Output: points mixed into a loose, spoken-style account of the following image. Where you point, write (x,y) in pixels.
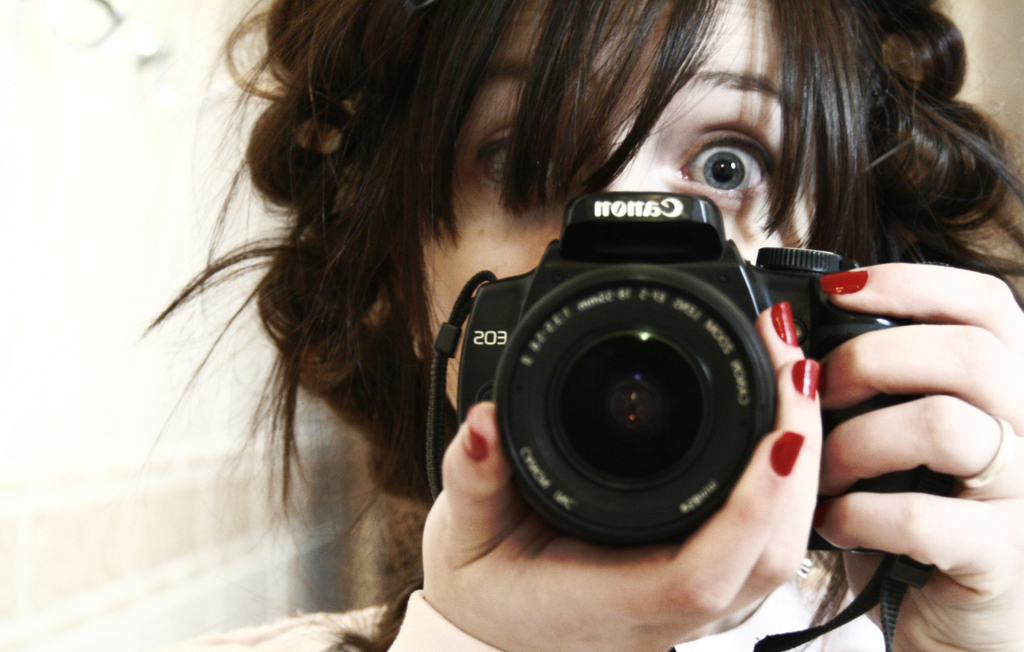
This picture seems to be of inside. In the foreground (527,87) there is a woman (642,65) seems to be wearing white color dress (439,637), holding a camera (699,336) and seems to be taking pictures. In the background (1005,69) we can see the wall (1006,48).
